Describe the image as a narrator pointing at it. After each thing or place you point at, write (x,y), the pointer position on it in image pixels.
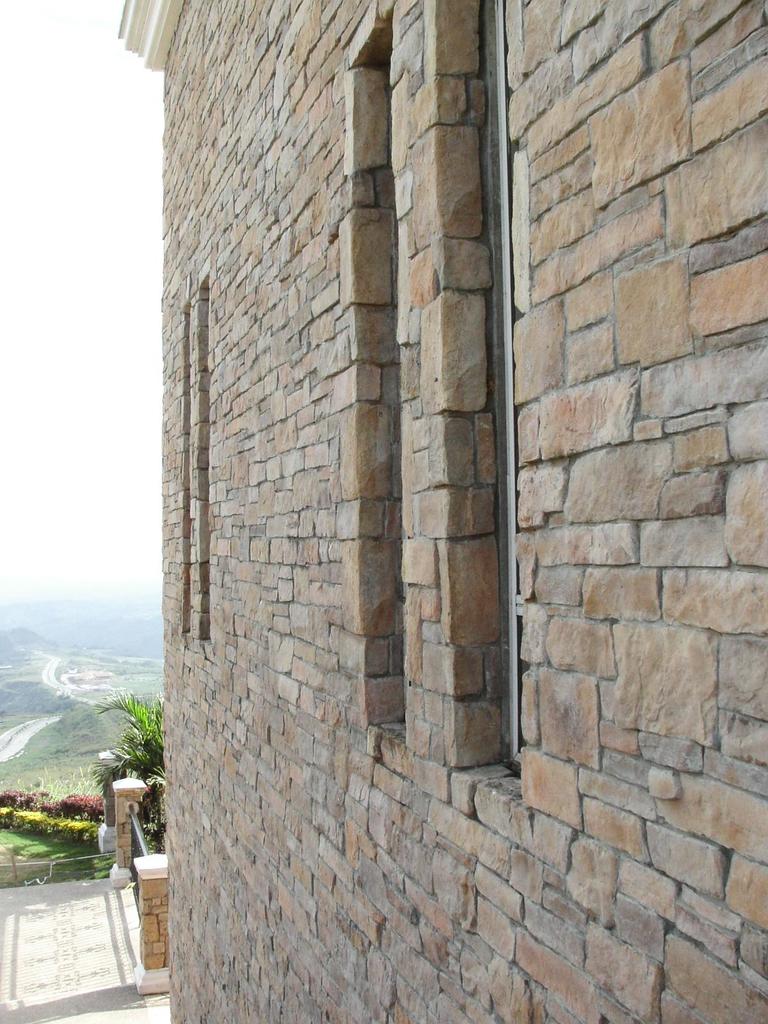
In this image I can see the building (439,854) which is made up of rocks (496,791) and in the background (156,864) I can see two pillars (141,898), few trees (158,722), the ground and the sky (100,409).
